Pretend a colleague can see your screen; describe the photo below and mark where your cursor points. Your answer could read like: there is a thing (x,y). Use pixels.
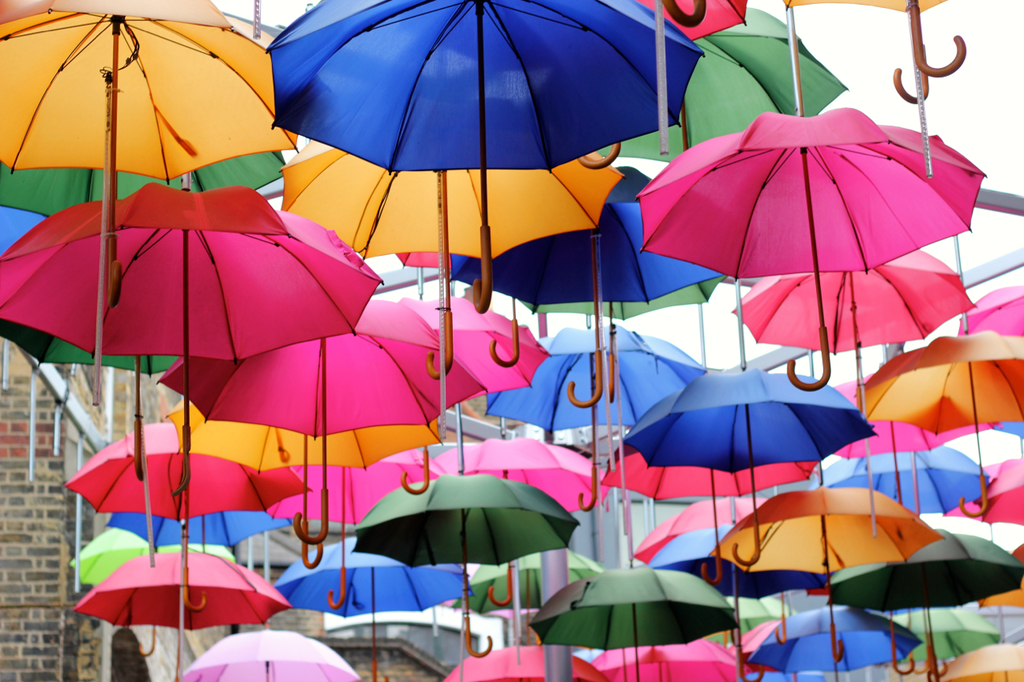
There are umbrellas (521,372) and a building (29,554) at the back (16,558).
